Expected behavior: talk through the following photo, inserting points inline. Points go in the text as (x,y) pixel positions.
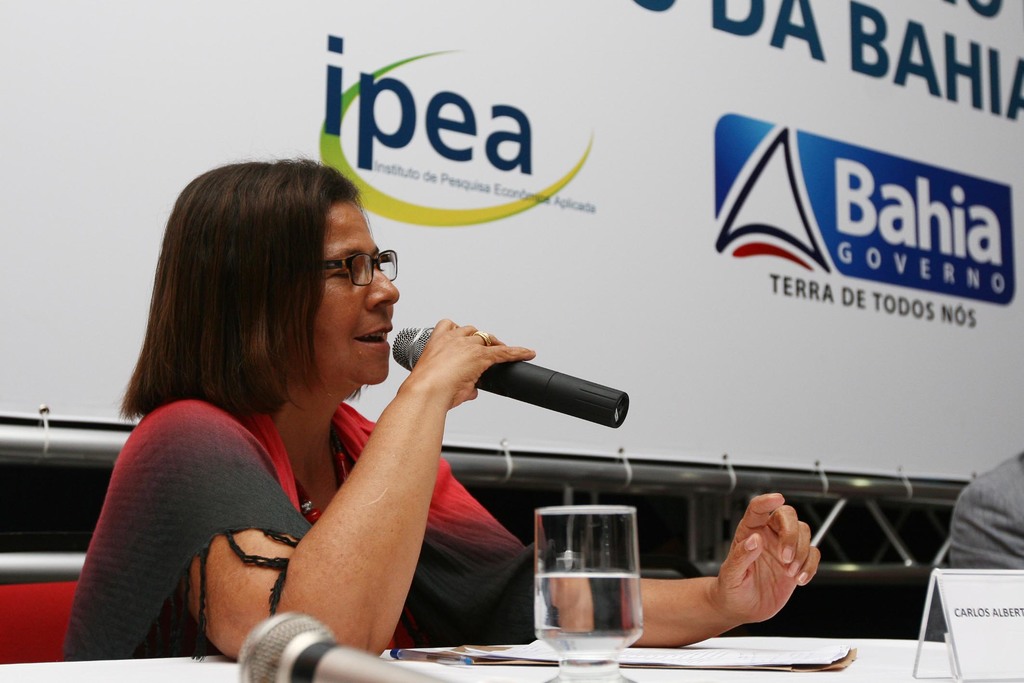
In this image on the left (231,558) there is a woman (272,561) she wear red dress (359,442) her hair (242,244) is short she hold a mic (486,375) she is speaking. In the middle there is a table (797,641) on that there is a mic (358,667), pen (453,655), paper (665,656) and glass (600,623). In the background (809,381) there is a poster (653,308).
